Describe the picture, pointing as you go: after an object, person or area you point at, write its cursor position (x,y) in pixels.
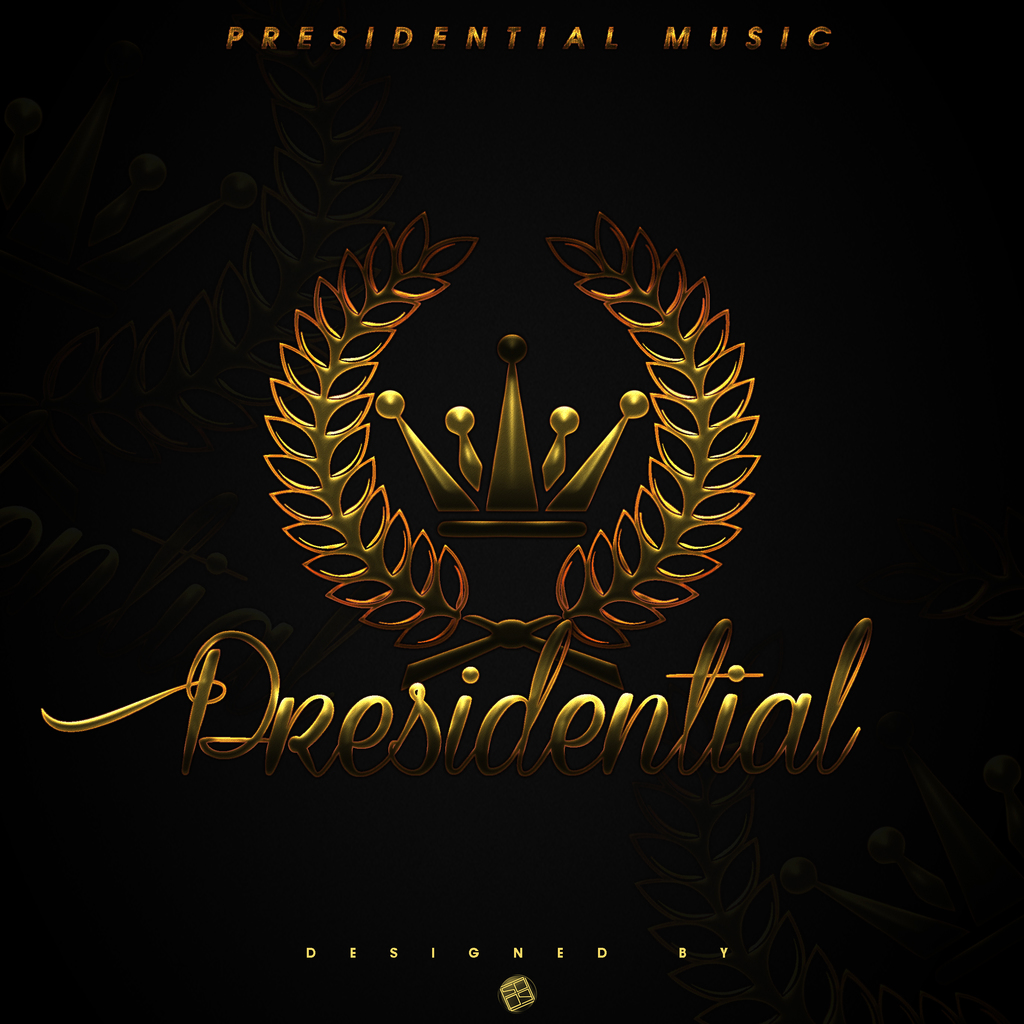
This is an animated image. In the middle of this image (654,612), there is a logo (369,569) and a text (51,721) in golden color. At the bottom of this image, there is a text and a mark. At the top of this image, there is a golden color text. And the background (865,825) is dark in color.
